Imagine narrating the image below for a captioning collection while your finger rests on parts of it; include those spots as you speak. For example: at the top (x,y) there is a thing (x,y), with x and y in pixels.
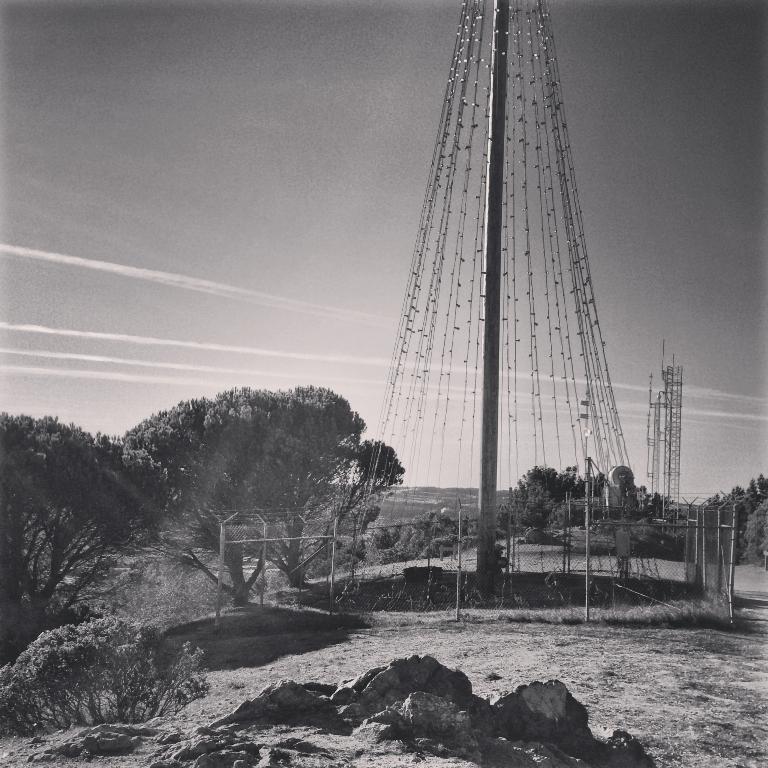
This is an edited image. In the foreground of the picture (462,671) there are rock (263,725), plants (102,669), railing (437,564), lights (541,14) and a pole (498,216). In the center of the picture (268,461) there are trees (765,508). In the background (669,503) there is a telephone tower (676,432).
